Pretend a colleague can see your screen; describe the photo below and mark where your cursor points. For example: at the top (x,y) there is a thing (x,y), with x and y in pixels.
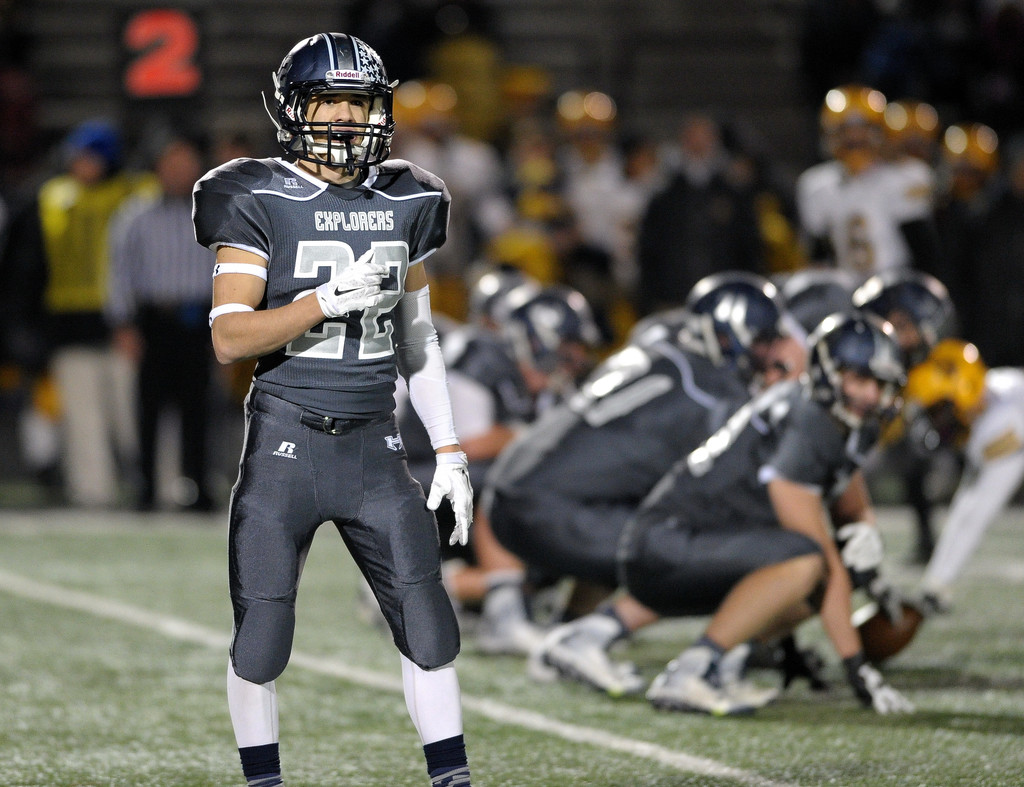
In this image, there are a few people (547,560). We can see the ground (398,739) with some grass (401,714). We can also see the blurred background (972,13).
